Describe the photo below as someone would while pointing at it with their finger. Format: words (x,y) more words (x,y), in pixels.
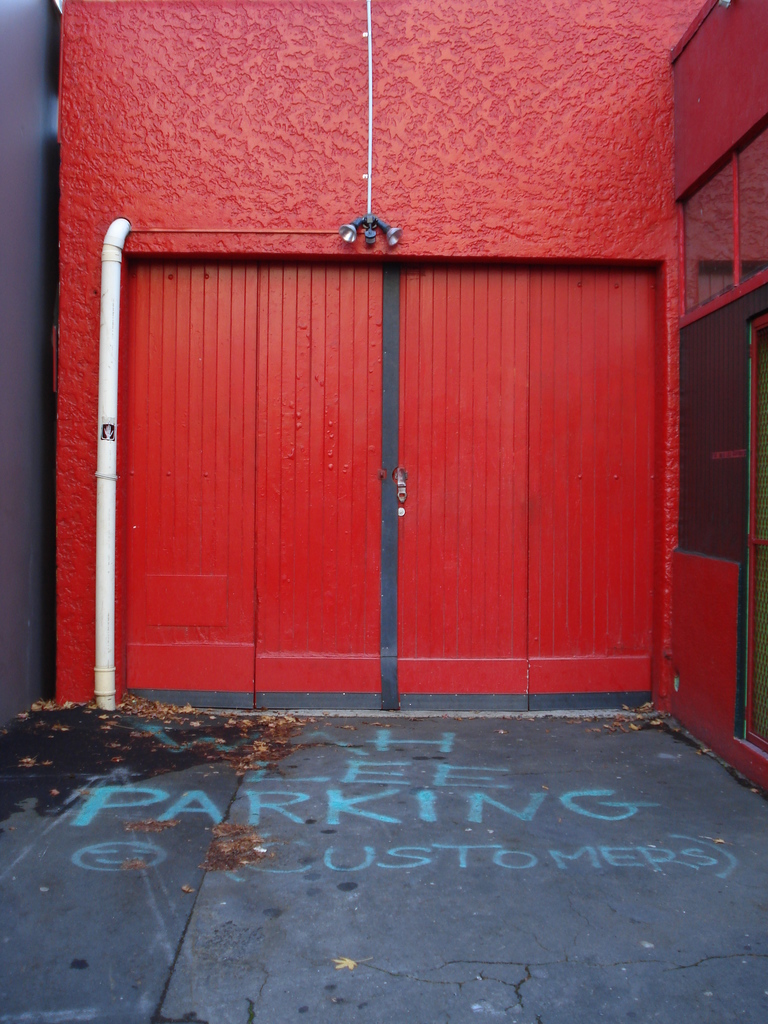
In the foreground of this picture (403,900), there is some text (392,853) on the ground (578,981). In the background (621,516), there is a red door (382,365) and a red wall (415,157) to which lights (393,233) and a white pipe (119,249) are present on it. On the right (687,315), there are glass windows (718,245) and on the left (16,80) there is a wall (1,183).
